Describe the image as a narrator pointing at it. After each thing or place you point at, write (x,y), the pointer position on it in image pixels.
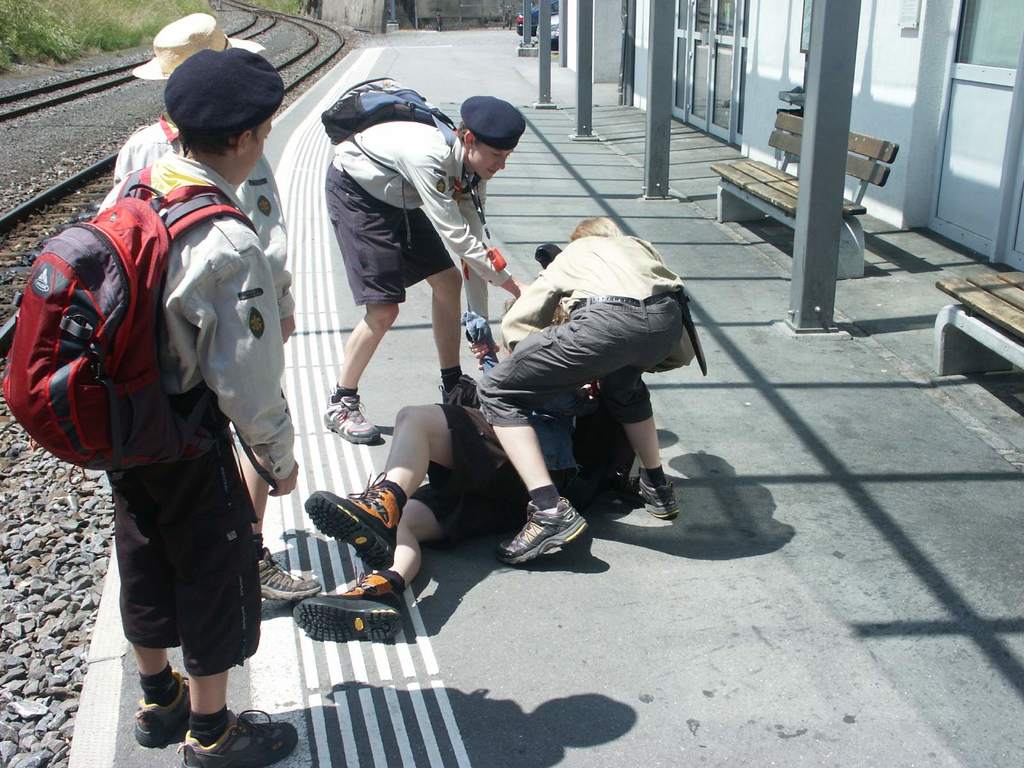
In this picture we can see there are four persons (462,207) standing and a person (443,515) is lying on the platform (308,341). On the right side of the people (440,232) there are pillars (821,91), benches (983,345) and it looks like a station (813,113). On the left side of the people (186,273) there are stones (16,254), railway tracks (7,240) and plants (78,25). At the top of the image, there is a vehicle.
